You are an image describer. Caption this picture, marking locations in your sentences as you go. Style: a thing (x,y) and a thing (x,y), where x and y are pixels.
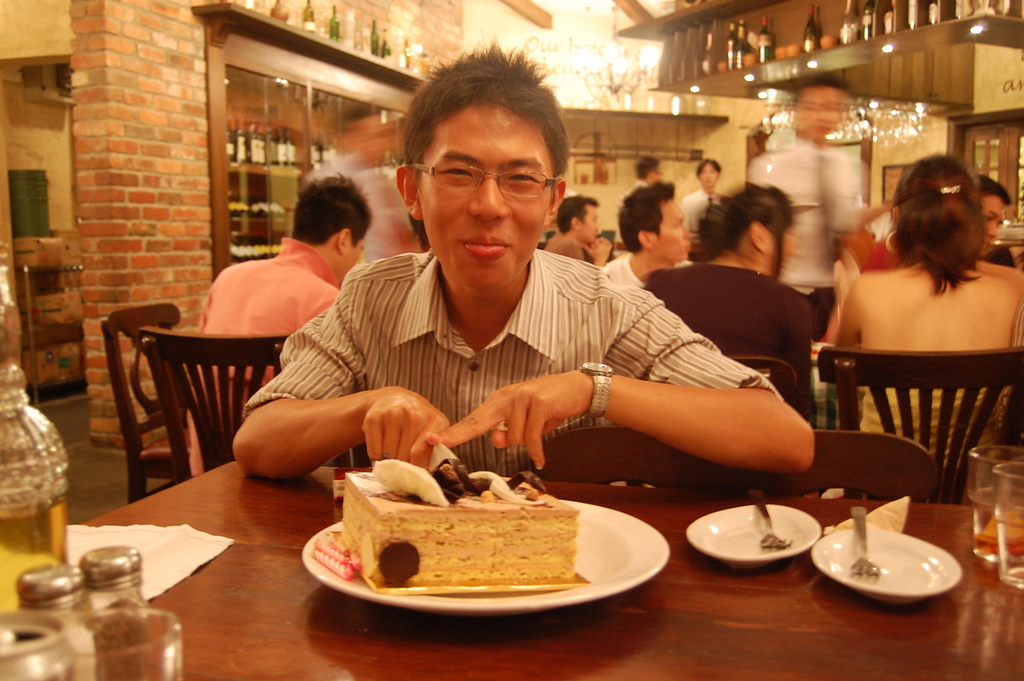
In the image there is a man (542,365) sat on chair (696,464) in front of table (729,649), there is a cake (362,537) on plate (582,529) and back side there are many people (689,238) and it seems to be a restaurant (151,182).
